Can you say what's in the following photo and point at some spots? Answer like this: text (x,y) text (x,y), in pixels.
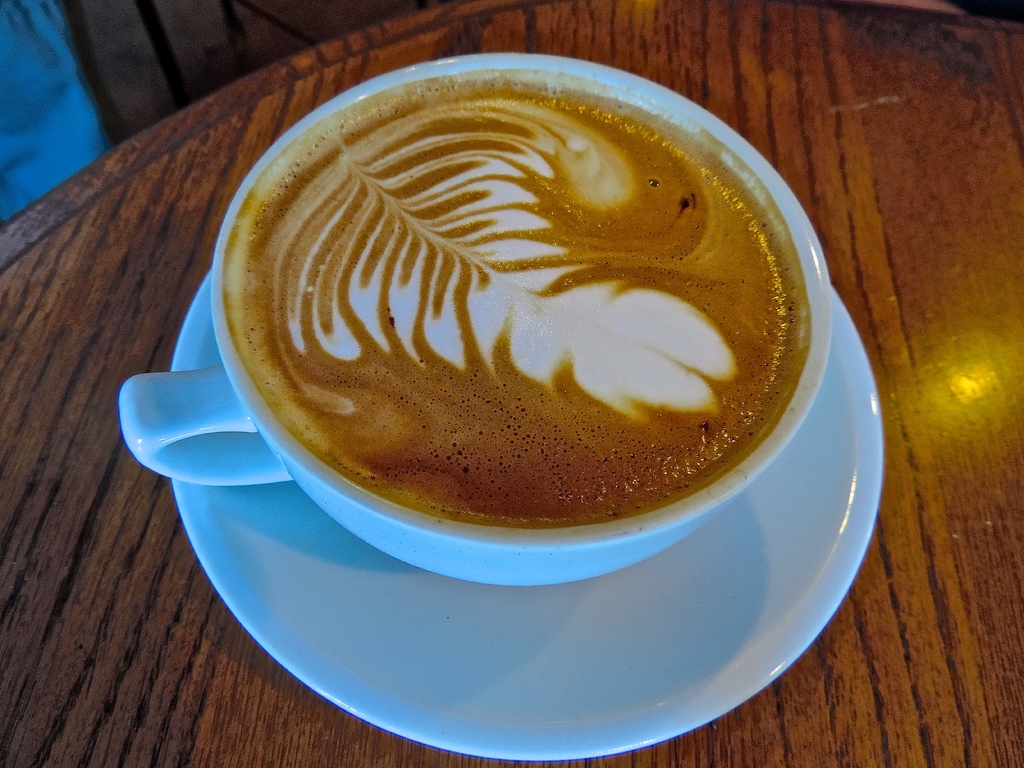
In this picture we can see a cup (212,470) in the saucer (552,614) with coffee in it and this saucer (282,506) is on the table (182,634).
